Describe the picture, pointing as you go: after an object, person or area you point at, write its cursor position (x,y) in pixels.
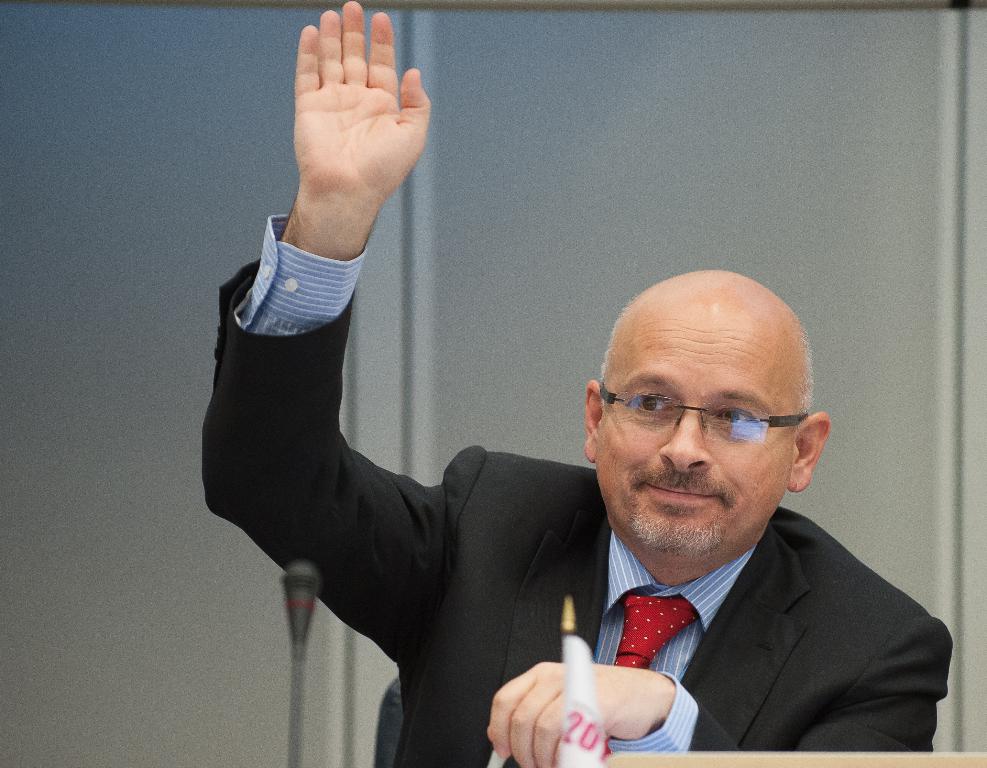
In the image there is a man (477,592), he is raising his one of the hand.
